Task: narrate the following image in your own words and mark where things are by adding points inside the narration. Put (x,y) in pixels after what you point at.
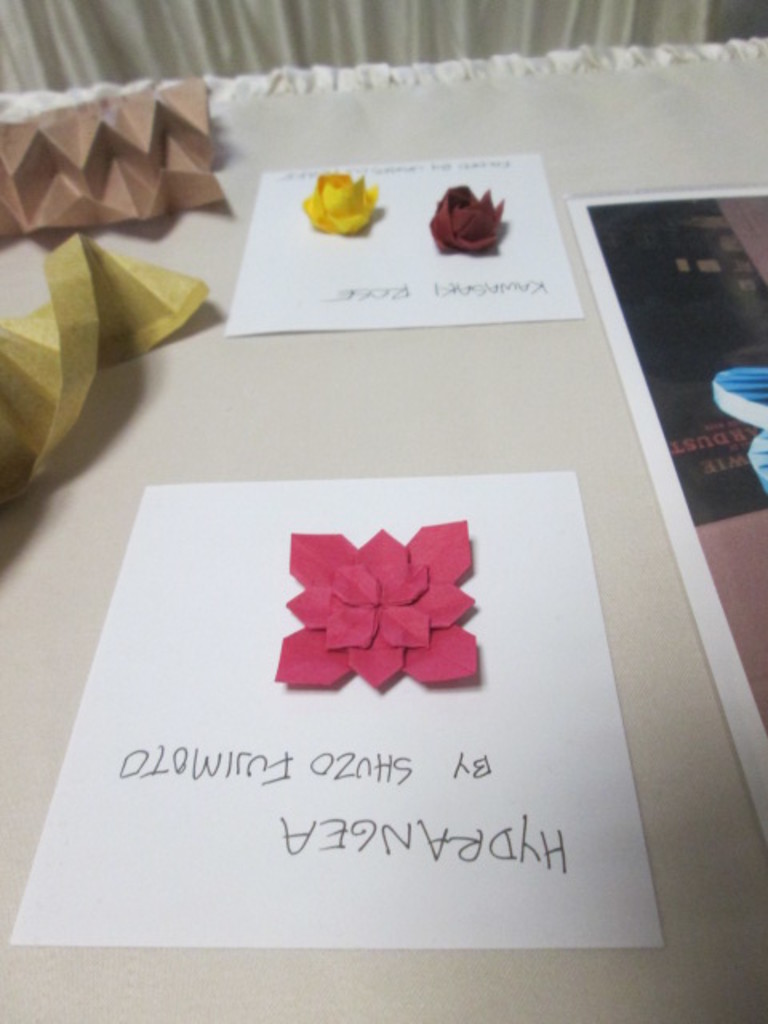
In the picture we can see the white surface (473,808) on it, we can see some crafts (71,405) and behind it, we can see the part of the curtain (340,43).
